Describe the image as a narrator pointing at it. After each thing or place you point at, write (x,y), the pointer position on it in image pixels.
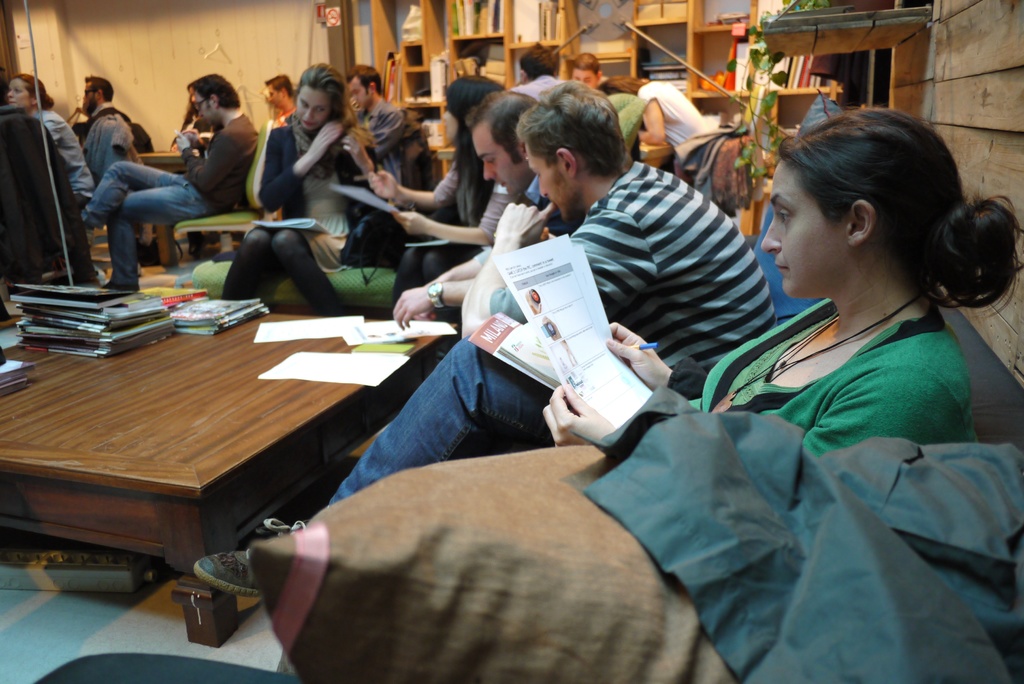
On the right (872,236) there is a woman (908,211) who is wearing green t-shirt (845,392), locket (731,393), jeans (425,403) and shoe (229,562). She is holding papers (600,369) and pen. She is sitting on the couch (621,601). Here we can see two men (625,184) who are sitting near to the table (423,336). On the table (266,386) we can see papers (309,363), books (171,312), files (89,305) and other objects (45,333). On the background (686,122) we can see many persons (274,96) who are sitting on the chair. On the top (840,9) we can see some books (792,82) in this a wooden rack (689,29).
